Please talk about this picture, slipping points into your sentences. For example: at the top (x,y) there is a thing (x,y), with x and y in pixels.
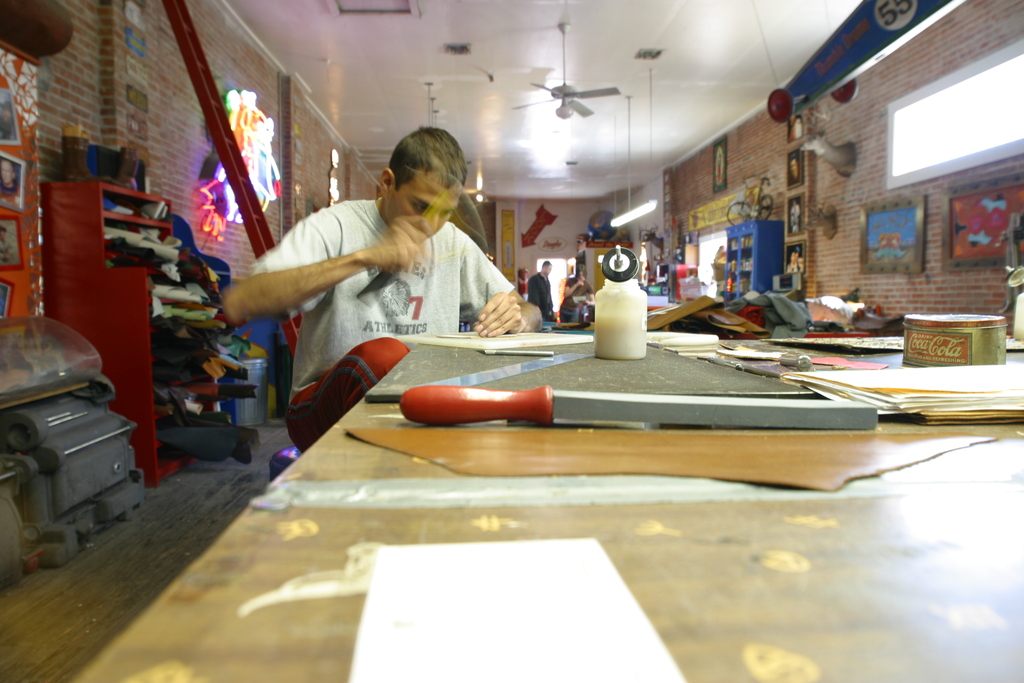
In this image i can see a person (461,290) visible in front of the table (756,347), I can see a knife (642,403), papers (945,376) and bottles (604,295) kept on it. at the top (567,82) I can see a fan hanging through roof (593,101) and I can see window (902,136) and I can see photo frames (885,229) attached to the wall (940,258), on the right side (962,268), on the left side (108,364) I can see a cupboard (122,373), on the cupboard (195,261) I can see the clothes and I can see the wall (159,108).
